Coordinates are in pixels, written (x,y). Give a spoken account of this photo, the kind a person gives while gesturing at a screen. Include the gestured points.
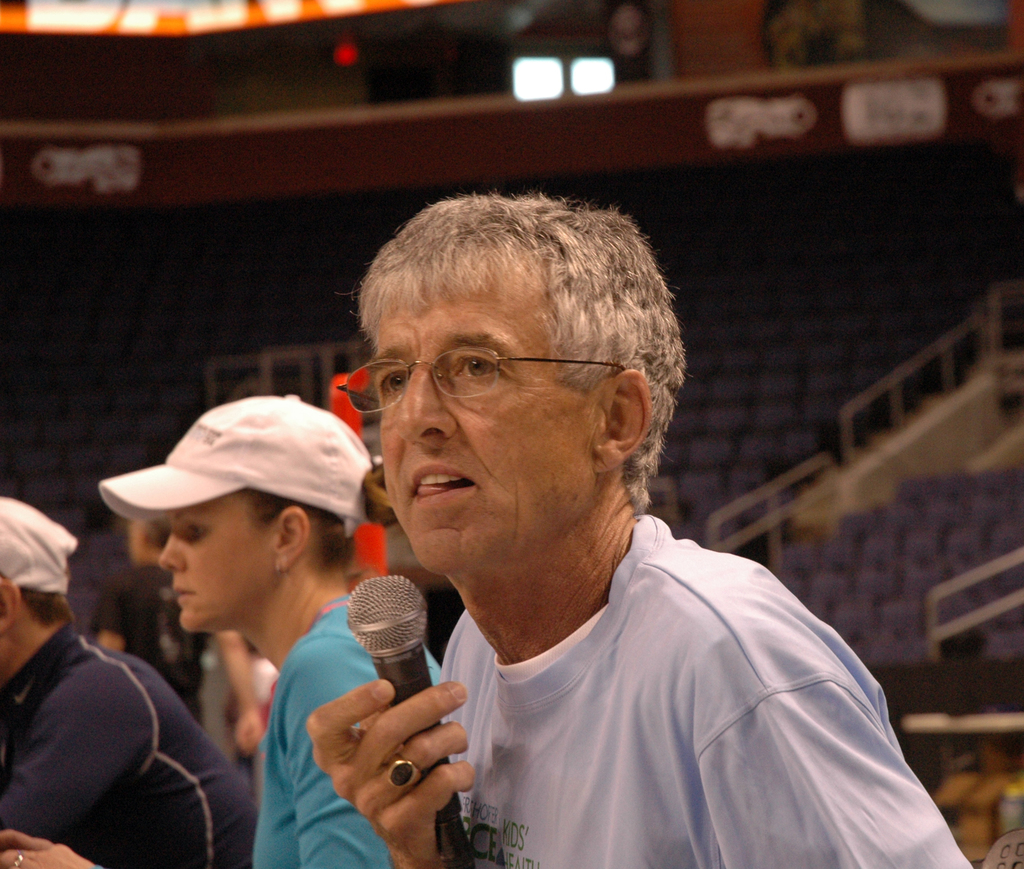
In this picture we can see a man (538,377) who is holding a mike (410,620) his hand (359,782). He has spectacles (456,356). Here we can see some persons (97,821). She wear a cap (268,482). On the background (769,442) we can see some chairs (769,442). And this is light (528,90).
